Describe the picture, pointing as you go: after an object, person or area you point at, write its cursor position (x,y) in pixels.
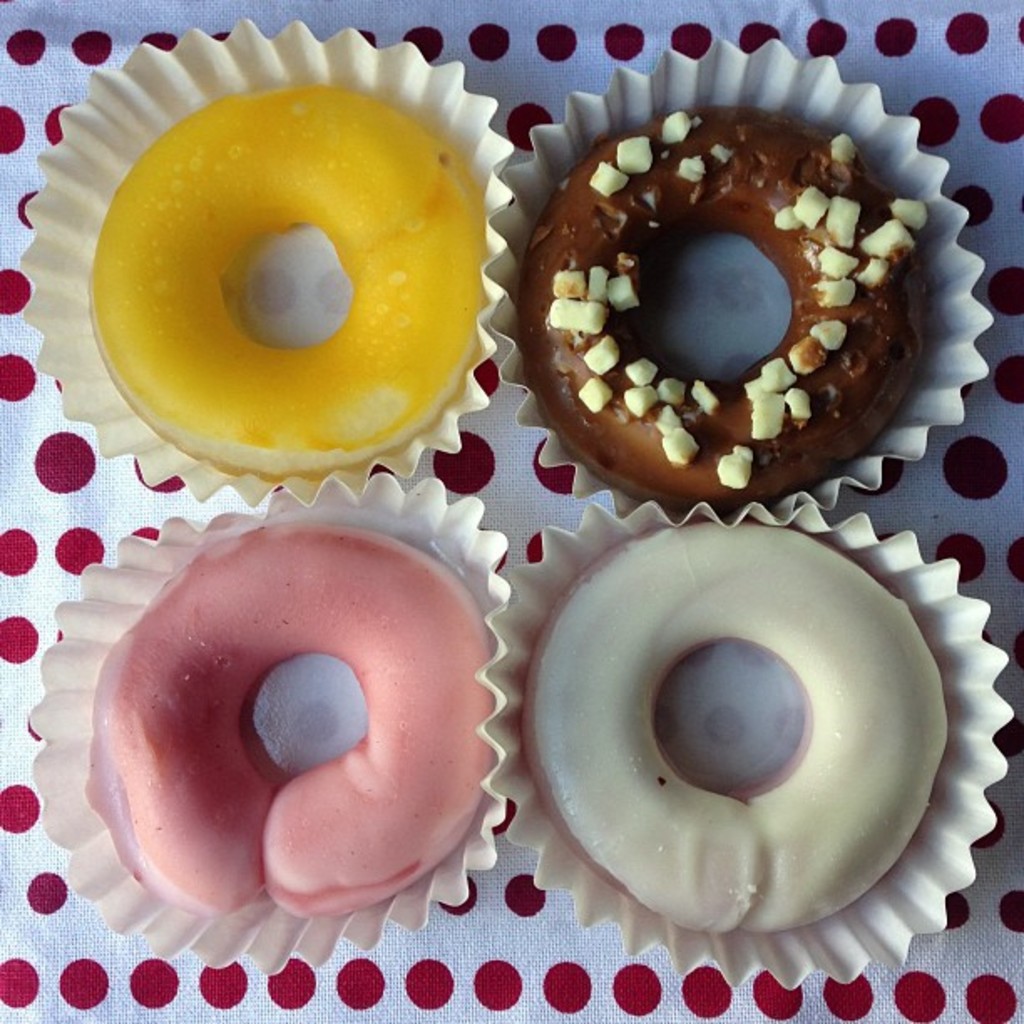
In this image we can see food items (612,288) which are kept in a cloth (999,226), where four are in different color yellow, pink, white and brown.
